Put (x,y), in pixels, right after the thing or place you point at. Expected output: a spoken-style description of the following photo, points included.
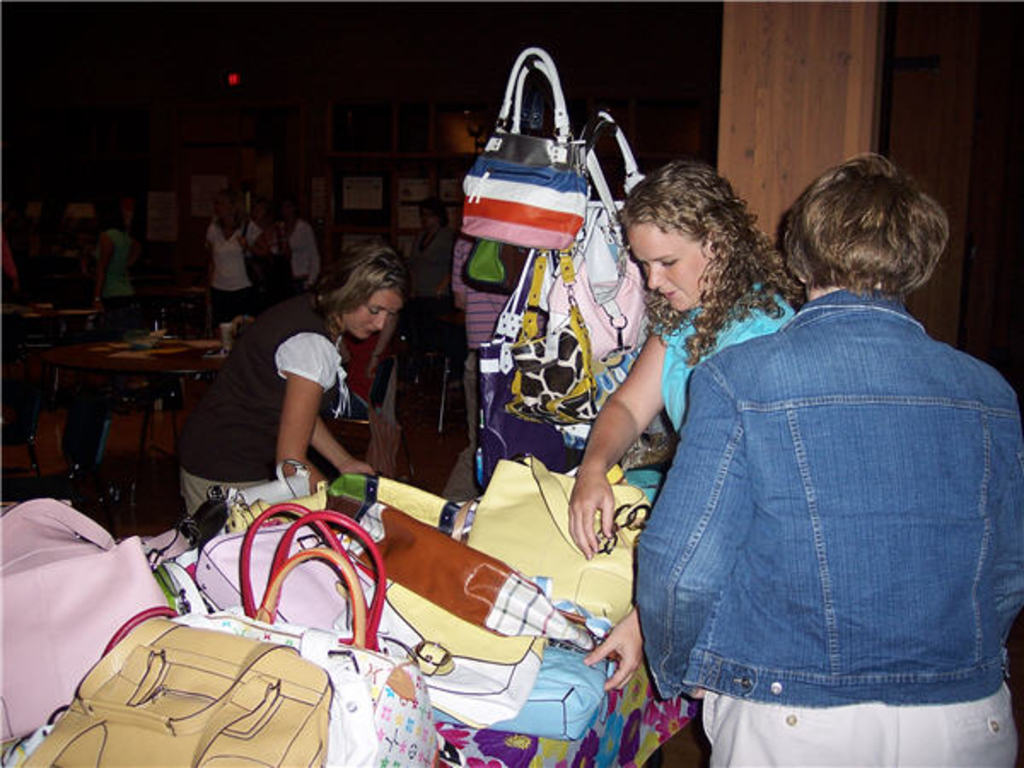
Here in this picture we can see number of people (322,389) present over a place and in between them we can see a table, on which we can see number of handbags (529,454) present on it for sale and on the right side (747,149) we can see a wooden pillar (746,51) present and on the left side (203,359) also we can see other tables (113,361) with people (250,235) standing in front of it over there.
